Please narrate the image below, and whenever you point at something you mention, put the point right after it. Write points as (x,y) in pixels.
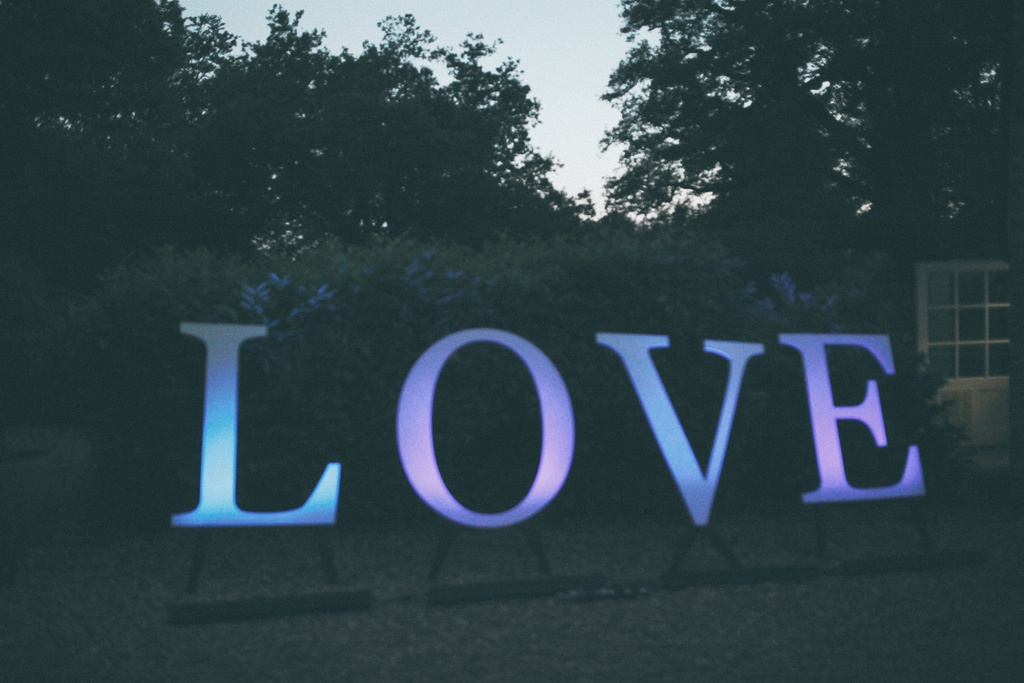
In this image, we can see letters stands (337,485) and in the background (420,217), there are trees (764,213) and we can see a window (936,300). At the top (560,77), there is sky (544,62).
